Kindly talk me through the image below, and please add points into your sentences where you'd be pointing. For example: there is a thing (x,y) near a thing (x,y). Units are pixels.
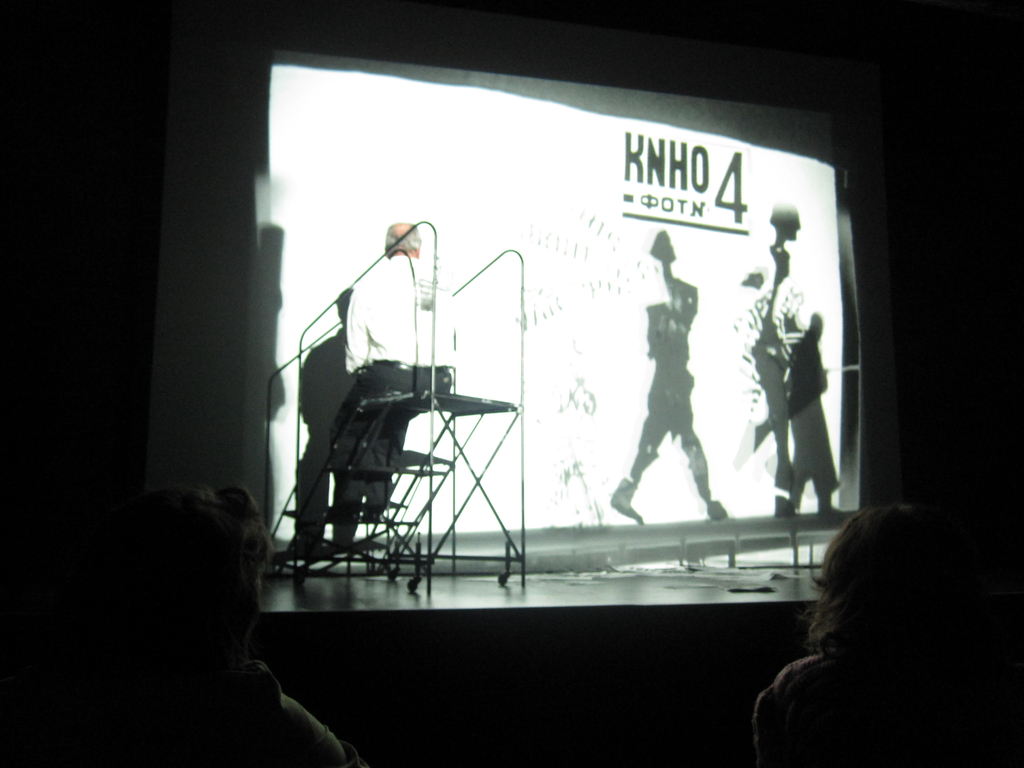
In this picture we can see three people (264,536) where a man (418,234) standing on an object (470,408) and this object (425,455) is on stage (444,574) and in front of him we can see a screen (715,130) and in the background (475,21) it is dark.
